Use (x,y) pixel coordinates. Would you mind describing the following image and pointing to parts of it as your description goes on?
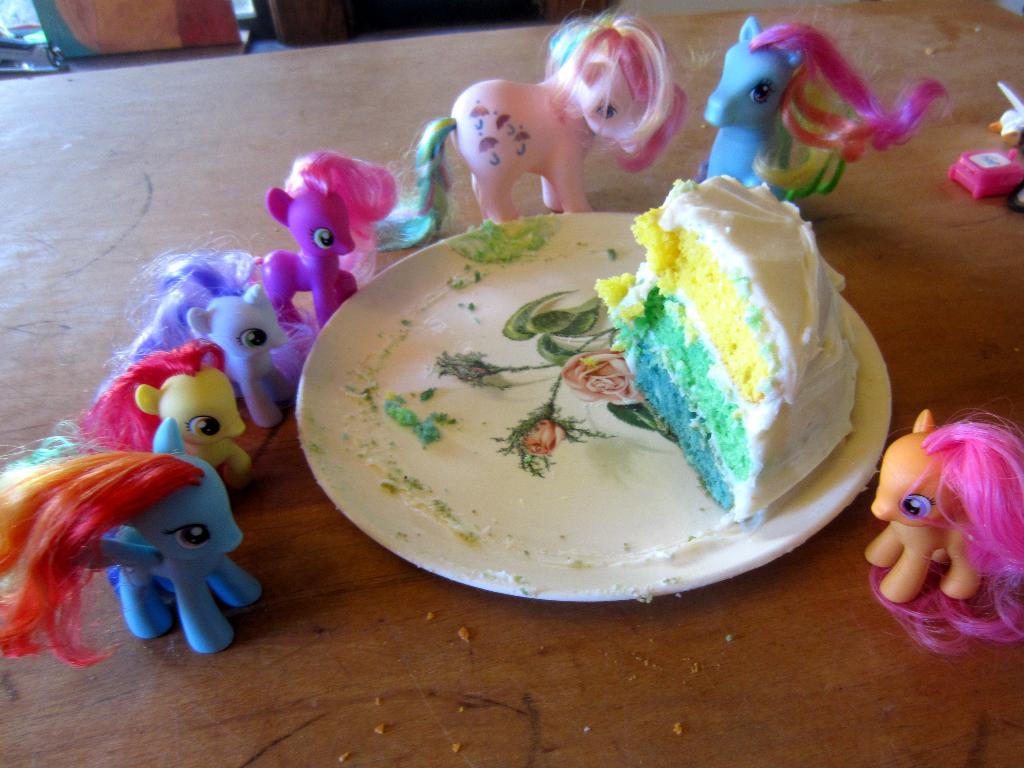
In the picture we can see a table (983,82) on it, we can see a plate (382,359) which is white in color with some cake slice (671,355) on it with three layers (664,348) like green, yellow and blue and around the plate (614,402) we can see some dolls (136,595) are placed which are in a different color.
